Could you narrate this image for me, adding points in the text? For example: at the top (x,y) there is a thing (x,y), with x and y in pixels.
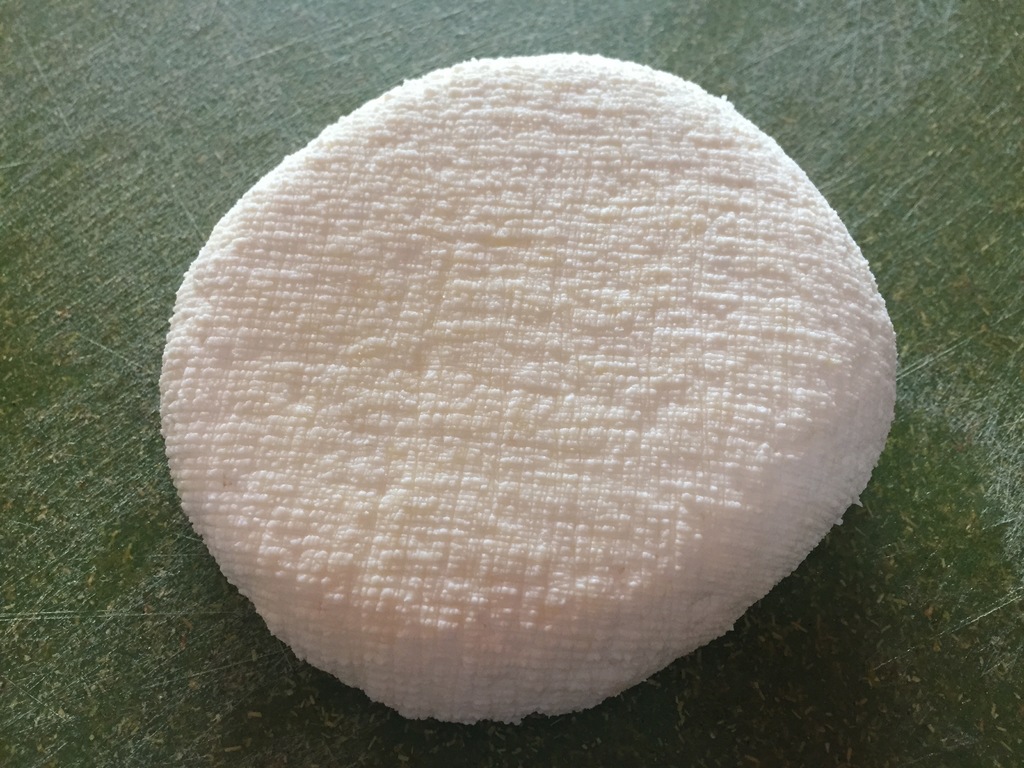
In this picture there is a white color cheese (419,566) on the cutting board (69,370).
